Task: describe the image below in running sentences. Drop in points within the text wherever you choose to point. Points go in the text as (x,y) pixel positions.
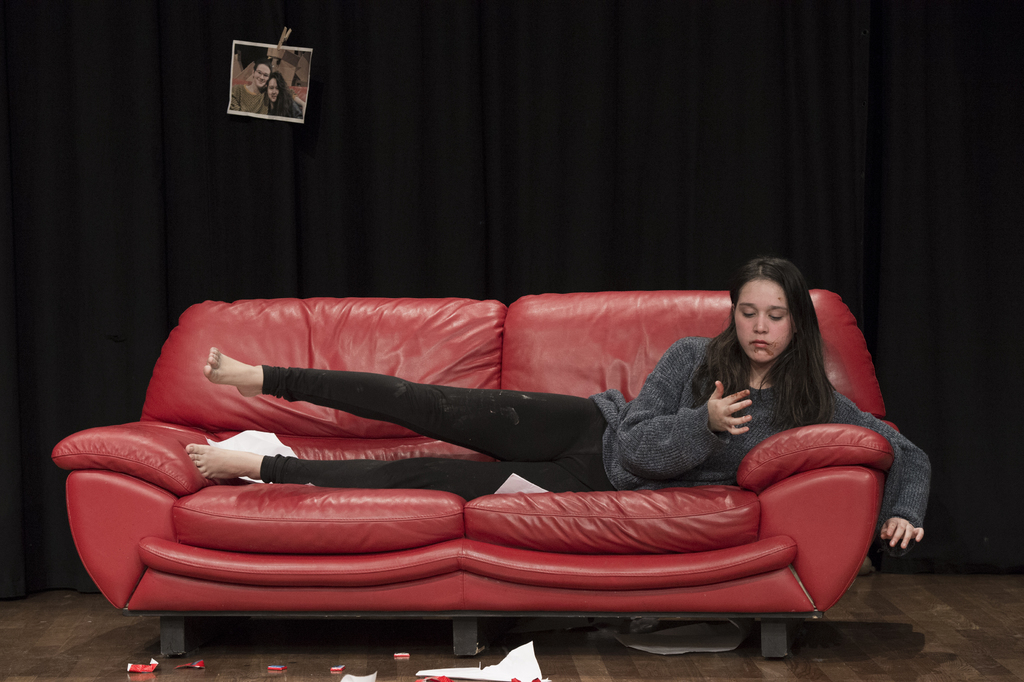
The women (415,390) wearing black pant (487,413) is lying on a red sofa (577,378) and looking at her hand (723,424), In background (476,158) there is a black curtain (430,130) where a photo (305,86) is attached to it.
